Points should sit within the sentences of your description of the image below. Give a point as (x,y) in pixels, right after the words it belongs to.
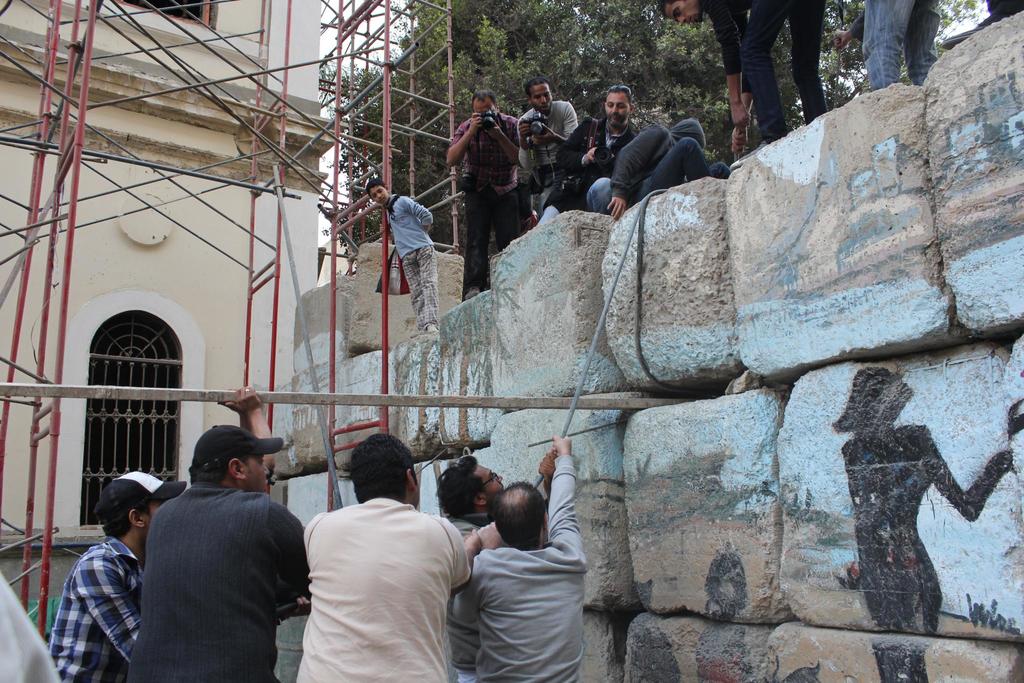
In the picture we can see five people (264,499) are standing and three persons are holding a rope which is from the wall (857,213) and on the wall (839,205) we can see two people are standing with camera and capturing them and two people (747,2) are holding the rope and besides them we can see a building wall (215,305) with construction sticks (41,621) around it and beside it we can see a part of the tree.
